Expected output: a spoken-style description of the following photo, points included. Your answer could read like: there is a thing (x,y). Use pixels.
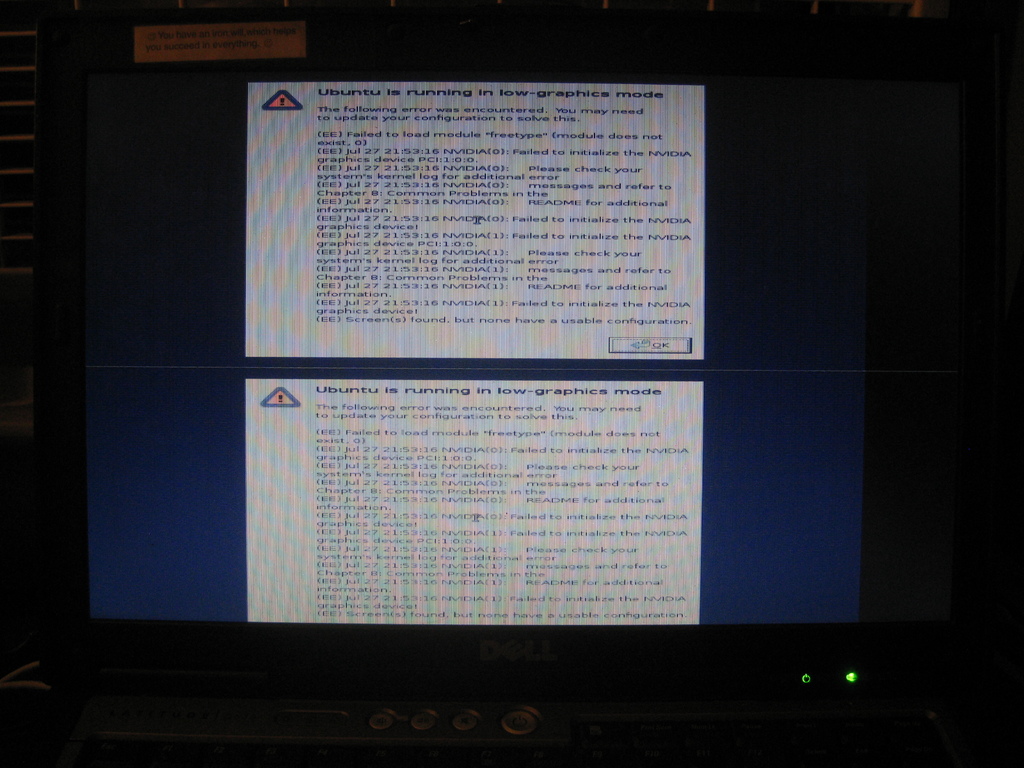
In this picture we can see a monitor (719,648), there is some text (571,235) on the screen (390,394), we can also see icons (276,103), there is a dark background (27,138).
